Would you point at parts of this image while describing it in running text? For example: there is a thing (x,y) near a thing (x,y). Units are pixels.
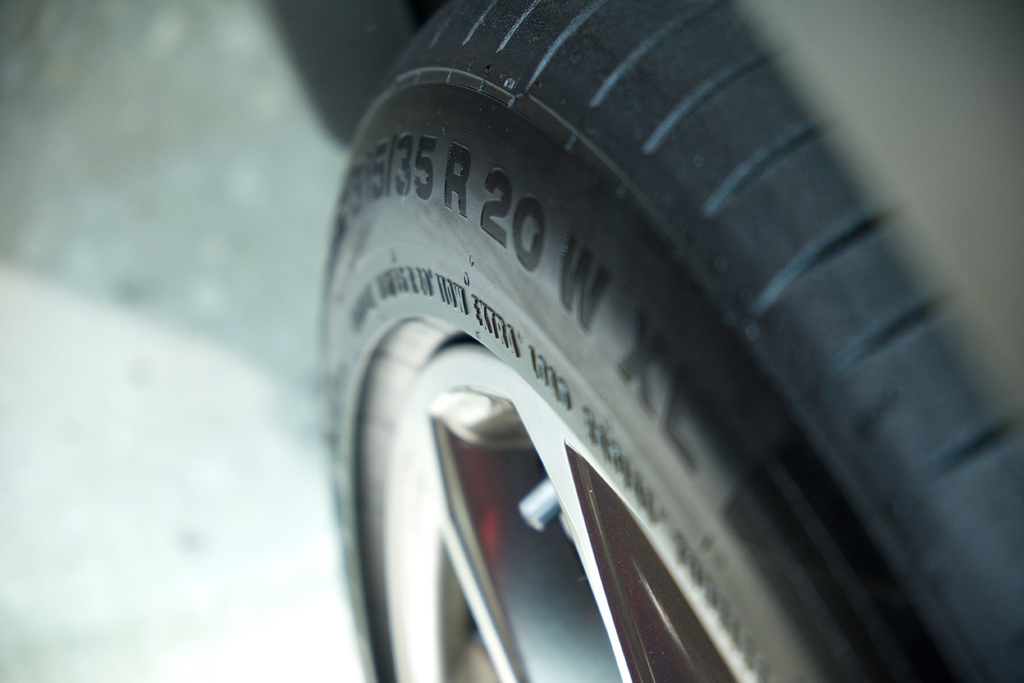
In this picture we can see a tyre (624,360) and a wheel (573,474), there's a blurry background (17,350), we can see numbers (375,169) on the tyre (521,240).
